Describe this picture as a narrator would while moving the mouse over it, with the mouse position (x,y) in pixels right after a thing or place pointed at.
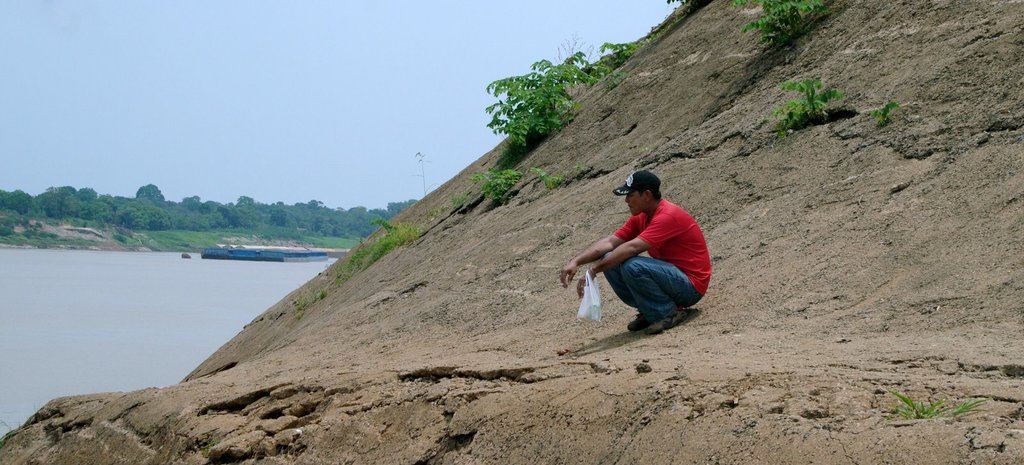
In the front (553,324) we can see a person (641,240) and plants (510,147) on rock surface (573,250). On the left side of the image (105,370) we can see trees (311,208), sky (297,128) and water (181,299).
